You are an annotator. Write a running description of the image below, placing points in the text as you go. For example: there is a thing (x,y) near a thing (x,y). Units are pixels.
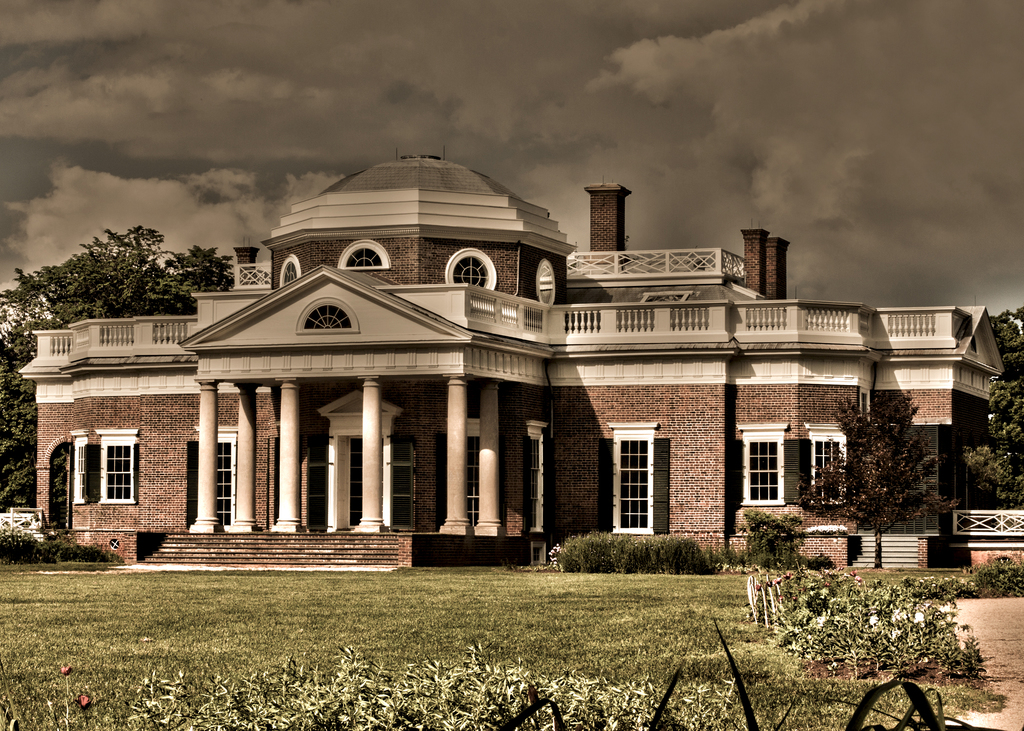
In this image there are bushes (577,705), grass (533,643) in front of a building (274,531) with stairs (277,540), around the building (594,391) there are trees (141,277), at the top of the image (453,123) there are clouds (588,178) in the sky (846,70).
